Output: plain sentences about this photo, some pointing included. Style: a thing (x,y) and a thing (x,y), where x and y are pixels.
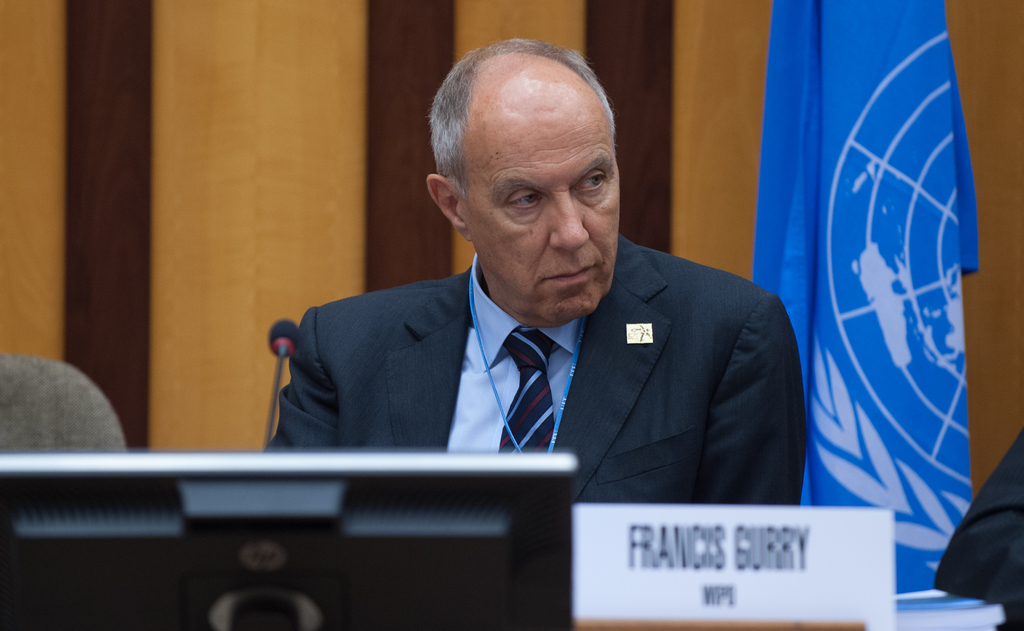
In the picture I can see a man (362,357) in the middle of the image (476,318) and he is looking towards his left side. He is wearing a suit (596,333) and tie (544,369). There is a tag (578,348) on his neck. I can see the computer (463,538) and name plate board (714,534) at the bottom of the picture (690,515). I can see the hand (972,515) of a person (995,563) on the bottom right side (988,517). It is looking like a chair (40,405) on the left side (57,413). I can see the flagpole (885,158) on the right side (910,218).
